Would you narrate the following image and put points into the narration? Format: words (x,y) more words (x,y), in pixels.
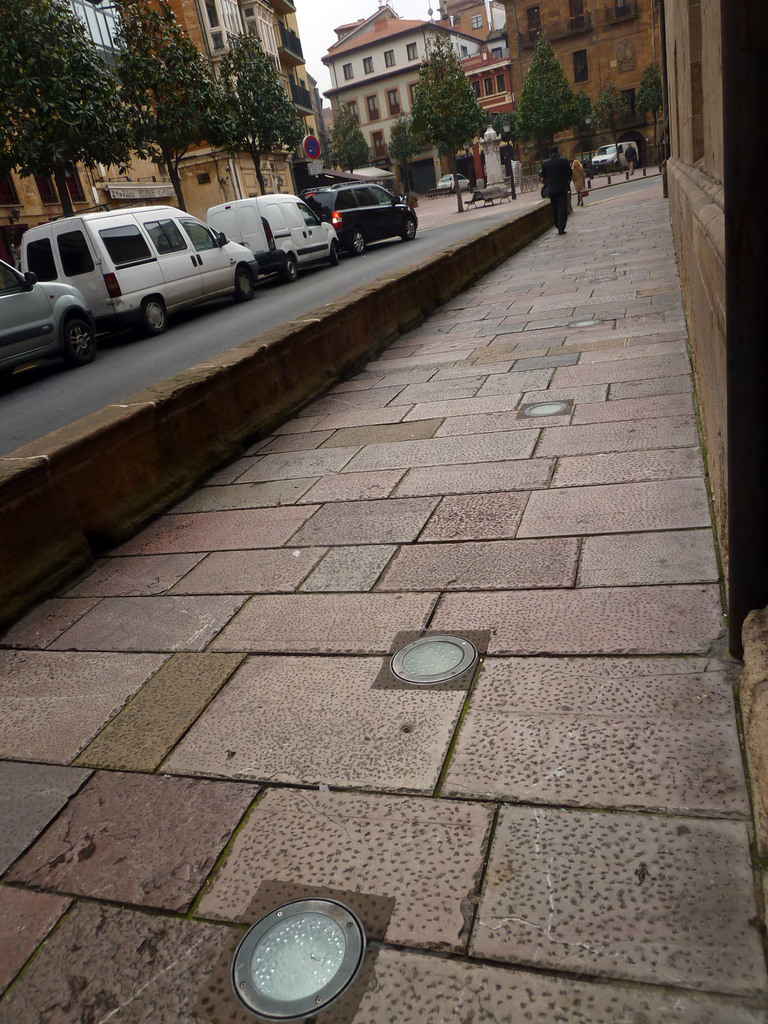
In this image, we can see few vehicles (220,246) are parked on the road (338,282). Here a person (560,169) is on the walkway (562,447). Background (318,13) there are so many houses (22,192), trees (8,163), poles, vehicles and sky (329,44).
